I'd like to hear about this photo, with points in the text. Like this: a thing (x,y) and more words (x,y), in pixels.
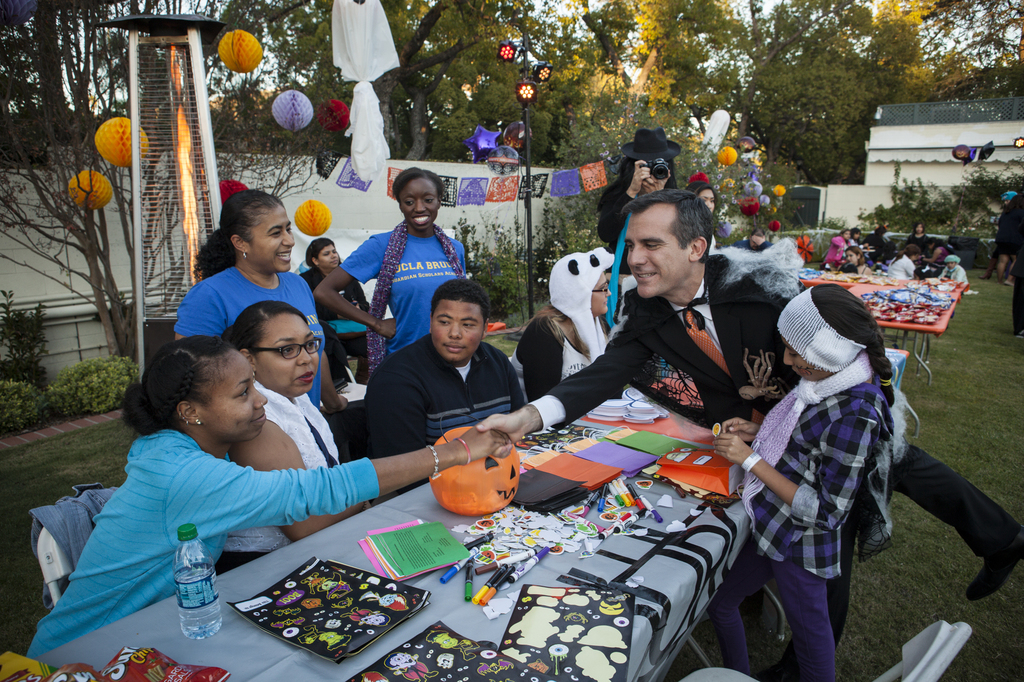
This picture might be taken inside a garden (966,335). In this image, we can see group of people (246,552) sitting on the chair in front of the table (280,677). On that table (289,664), we can see some books (533,596), marker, pumpkin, papers (518,524), water bottle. On the right side (738,395), we can see a man (717,341) and a woman (825,489) are standing on the grass (868,616). On the left side (305,282), we can also see two women (408,271) are standing, we can also see a person (360,357) is sitting. In the background (733,216), we can see group of people (903,264) sitting on the chair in front of the table (864,283) and the person (623,189) is holding the camera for taking pictures, trees (609,134), wall (975,140), building (1016,108). At the top (557,4), we can see a sky (579,9), at the bottom (963,461), we can see a grass (1002,413).
